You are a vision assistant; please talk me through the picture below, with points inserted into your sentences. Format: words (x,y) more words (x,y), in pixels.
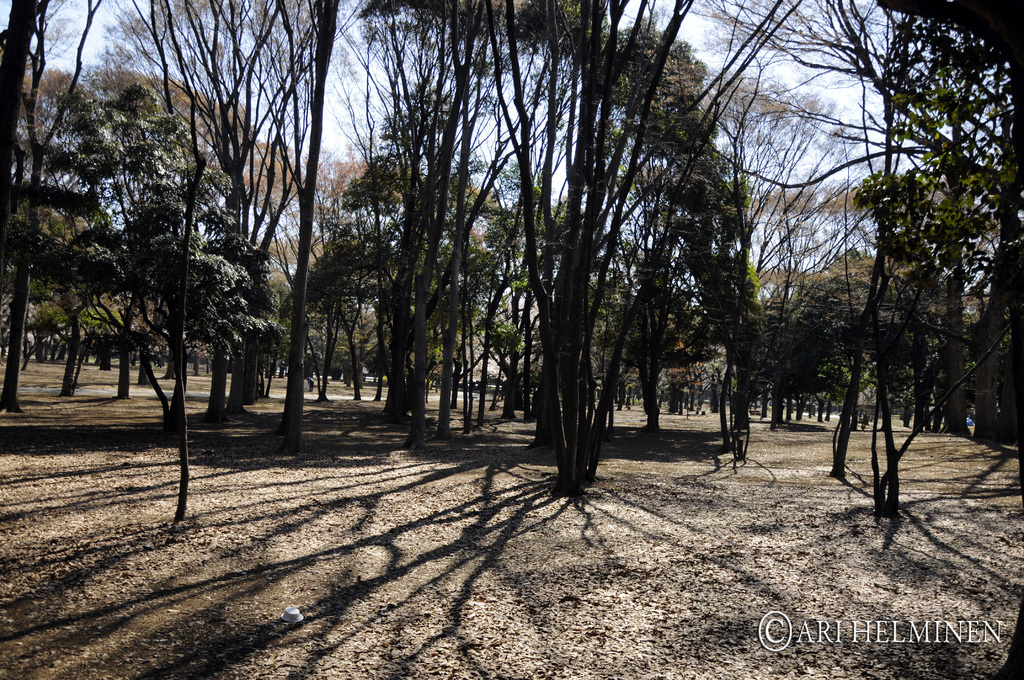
In this picture there are trees (534,318). At the top (187,23) there is sky (261,52). At the bottom (355,634) there is ground (214,598) and there are dried leaves (232,502). At the bottom right (839,637) there is text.
